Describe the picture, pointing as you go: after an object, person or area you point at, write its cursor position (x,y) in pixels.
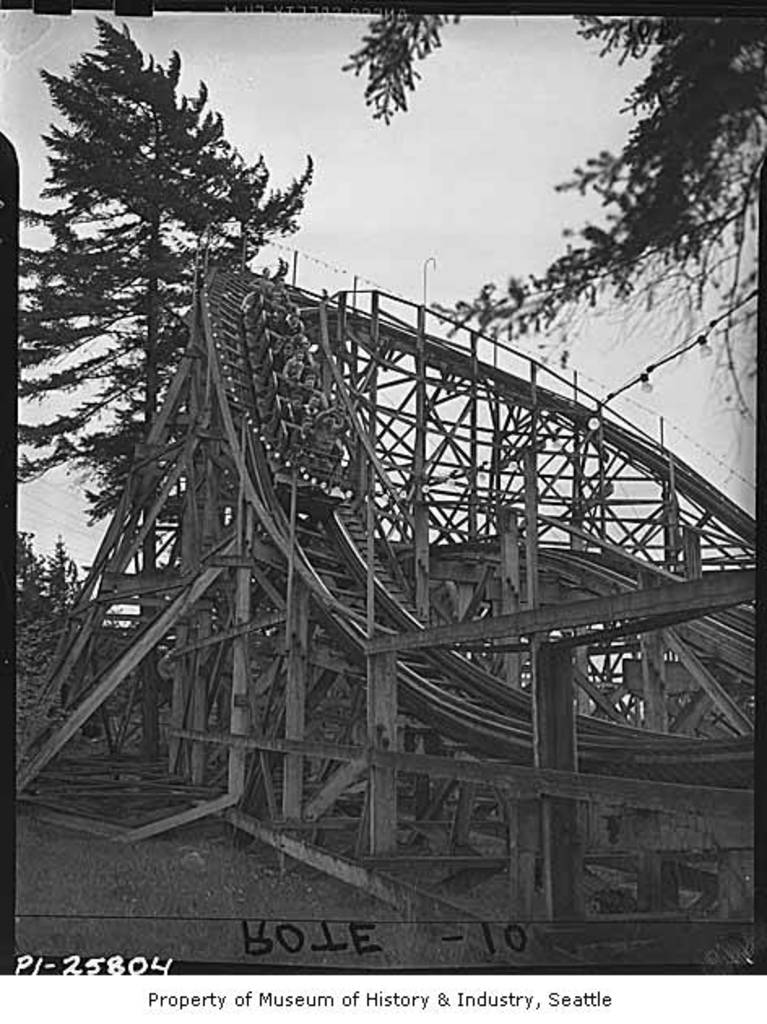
It looks like an old black and white picture. We can see a roller coaster (275,458) and behind the roller coaster (176,460) there are trees (65,613) and the sky (357,181). On the image it is written something.
